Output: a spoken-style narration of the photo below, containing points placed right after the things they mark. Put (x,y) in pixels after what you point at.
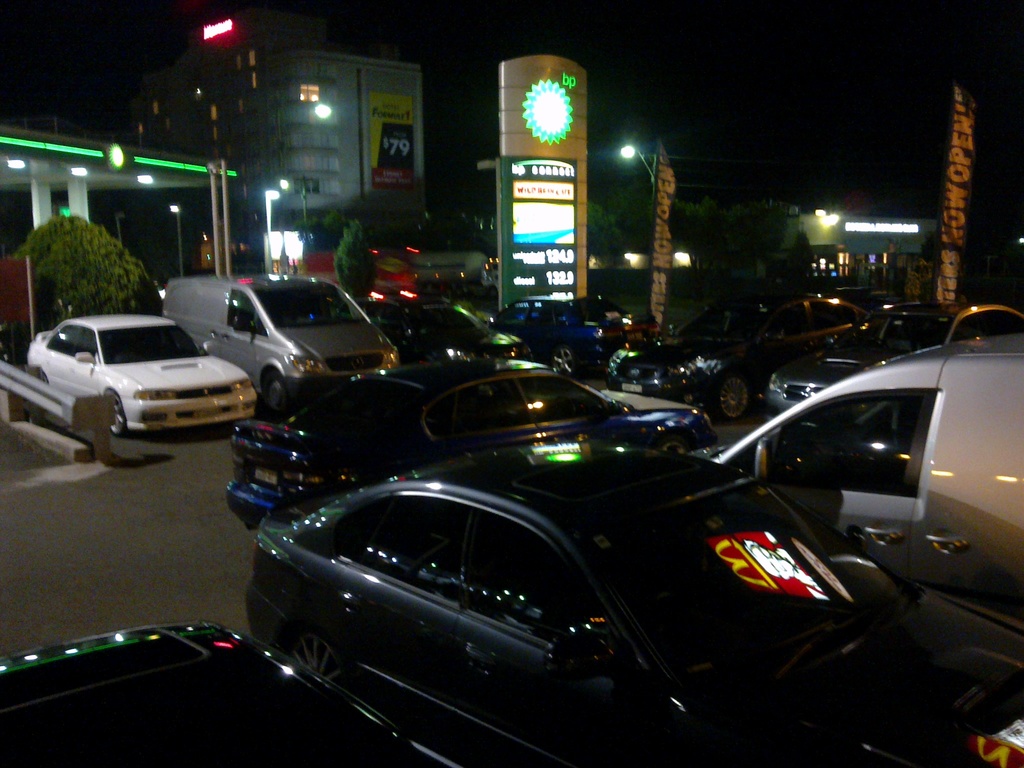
In this image there are vehicles (916,506) on the road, there are poles (582,245), lights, there are houses (364,80) and trees (406,217), and in the background (642,163) there is sky (1005,116).
